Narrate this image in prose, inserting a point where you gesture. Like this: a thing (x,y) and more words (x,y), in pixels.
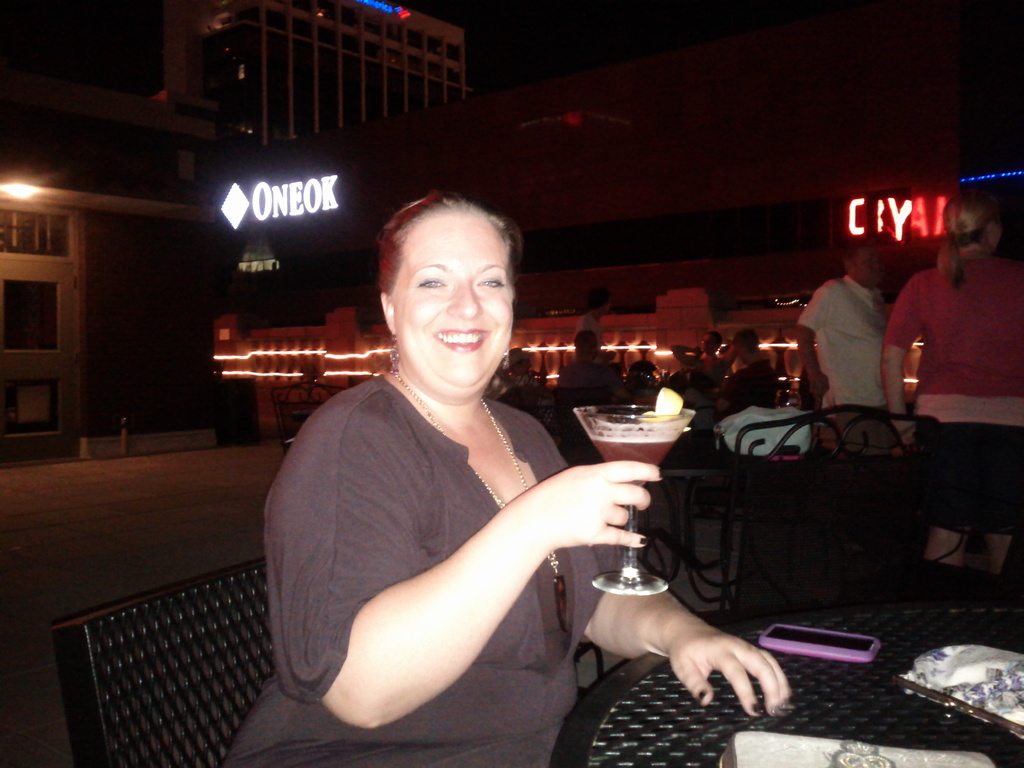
In this image I can see group of people (574,475). In front (484,468) the person (511,468) is sitting and holding the glass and I can see the mobile (863,661) and few objects (947,680) on the table (667,706). In the background (683,298) I can see few lights (789,298) and buildings (99,160).
